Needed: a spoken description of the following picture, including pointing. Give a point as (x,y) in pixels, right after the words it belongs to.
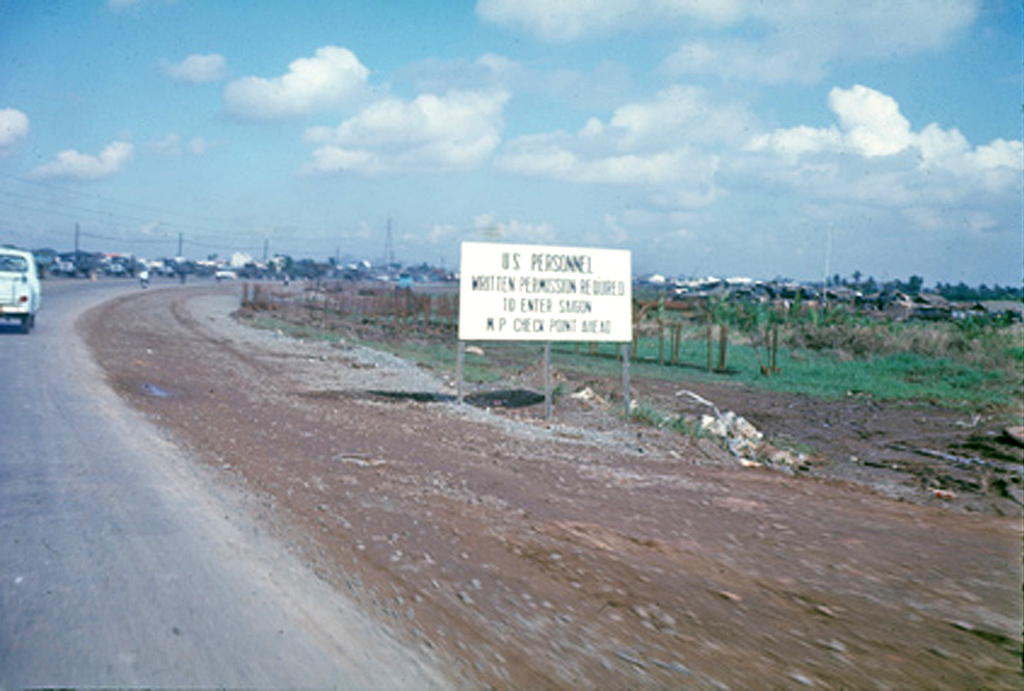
In the image we can see a vehicle (17,284) on the road (55,481). This is a road (118,557), sand (709,518), grass (812,365), board (583,312), pole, electric wires (156,233), trees (910,287) and a cloudy sky (703,99).
